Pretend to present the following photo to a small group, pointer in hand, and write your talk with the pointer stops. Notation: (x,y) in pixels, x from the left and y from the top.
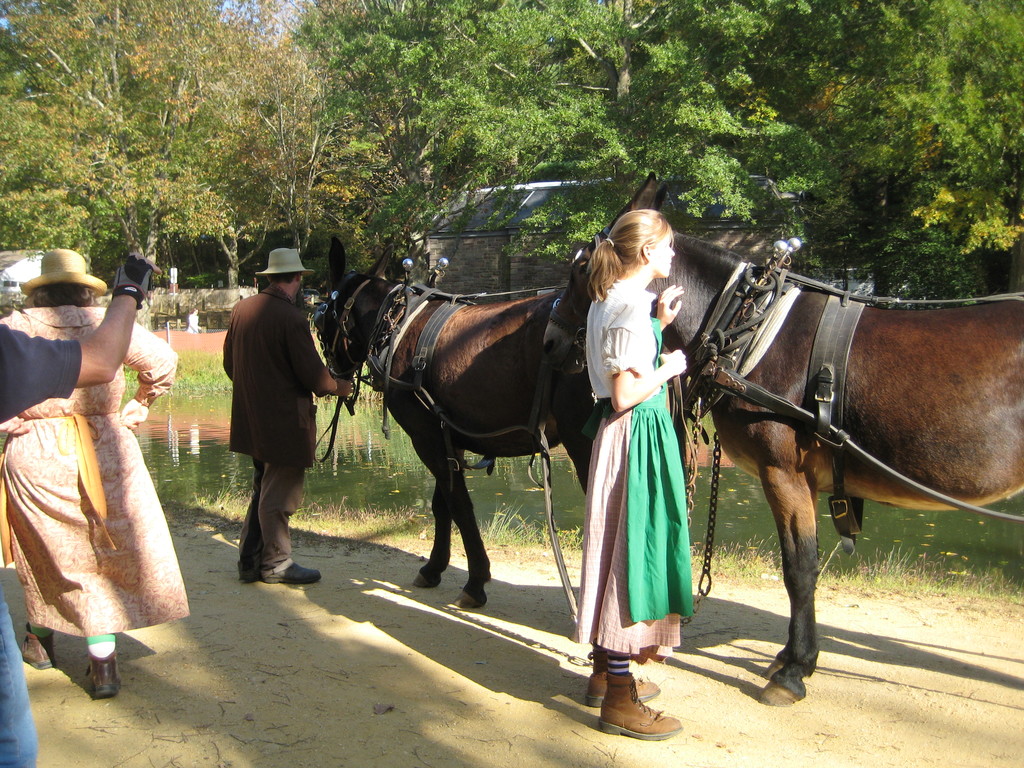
There are two horses (894,410). On the horses (805,354) there are saddles (422,339). Several persons (642,449) are standing. A man (282,313) is wearing a hat (281,271). There is a lady (77,436) on the left side (65,414). In the background (470,168) there are trees (216,187) and water (216,436).
